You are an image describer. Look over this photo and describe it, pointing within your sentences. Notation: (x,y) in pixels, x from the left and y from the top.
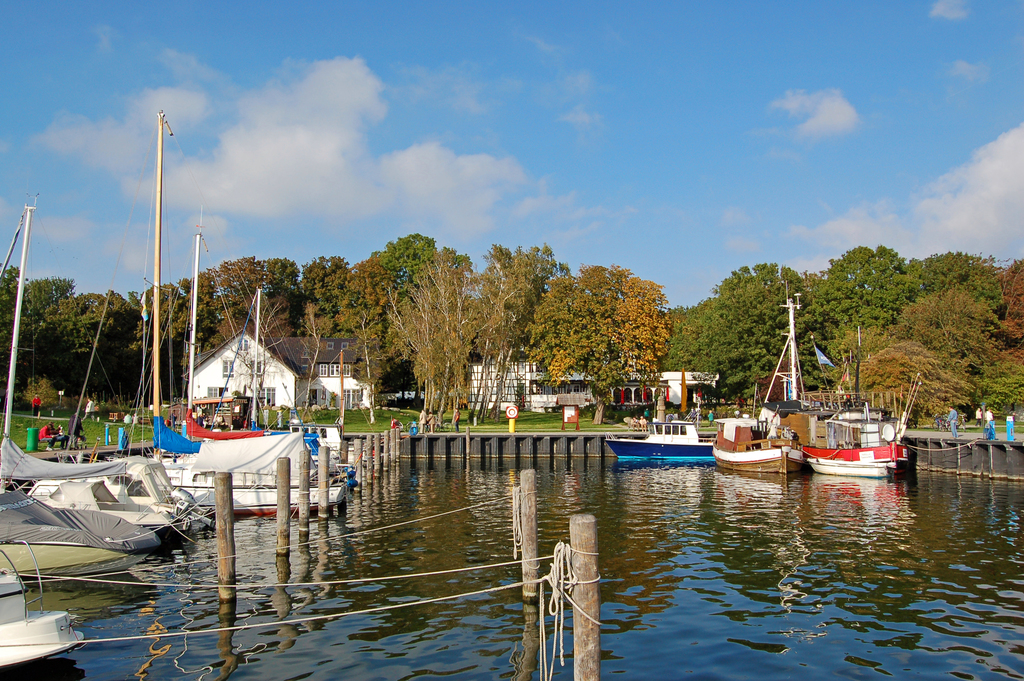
In this picture we can see a group of boats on water (489,535) and in the background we can see houses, trees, sky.
